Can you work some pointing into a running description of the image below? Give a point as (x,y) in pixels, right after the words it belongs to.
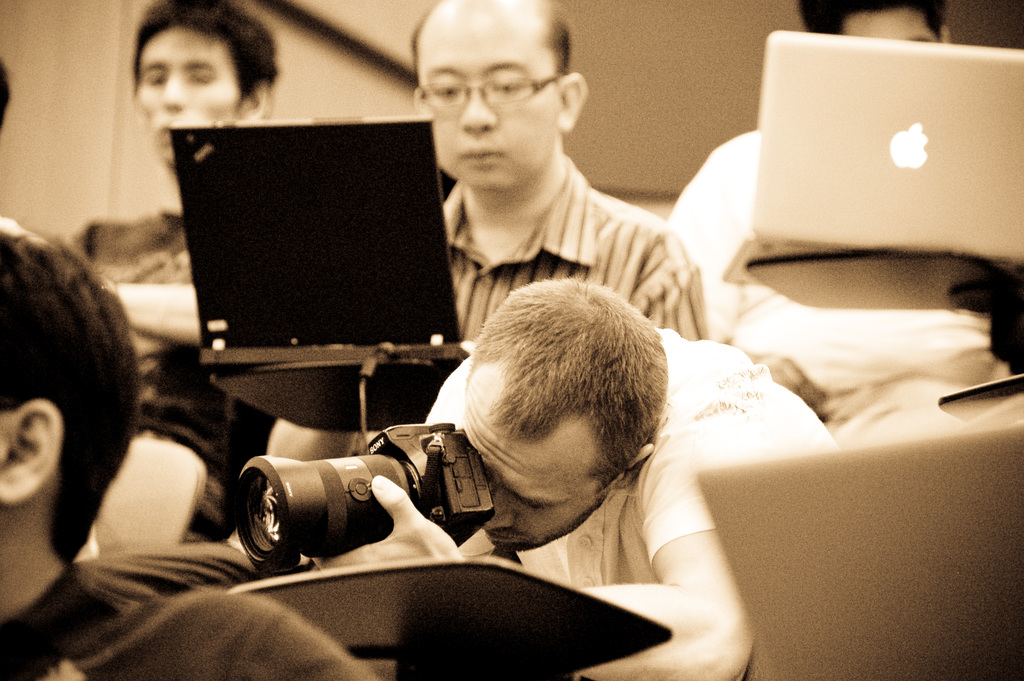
In this image I see a person (743,675) who is holding a camera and in the background (900,16) I see few people (183,11) and these 2 are with the laptops (289,309).
